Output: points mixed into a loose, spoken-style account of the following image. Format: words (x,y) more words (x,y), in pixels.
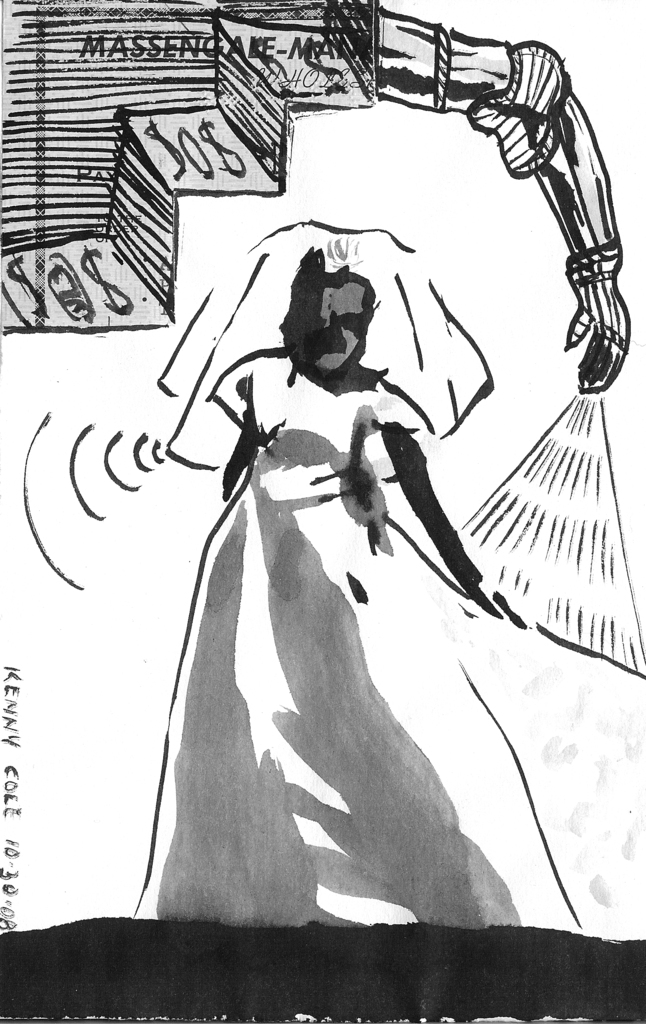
In this image there is a sketch (304,711).
